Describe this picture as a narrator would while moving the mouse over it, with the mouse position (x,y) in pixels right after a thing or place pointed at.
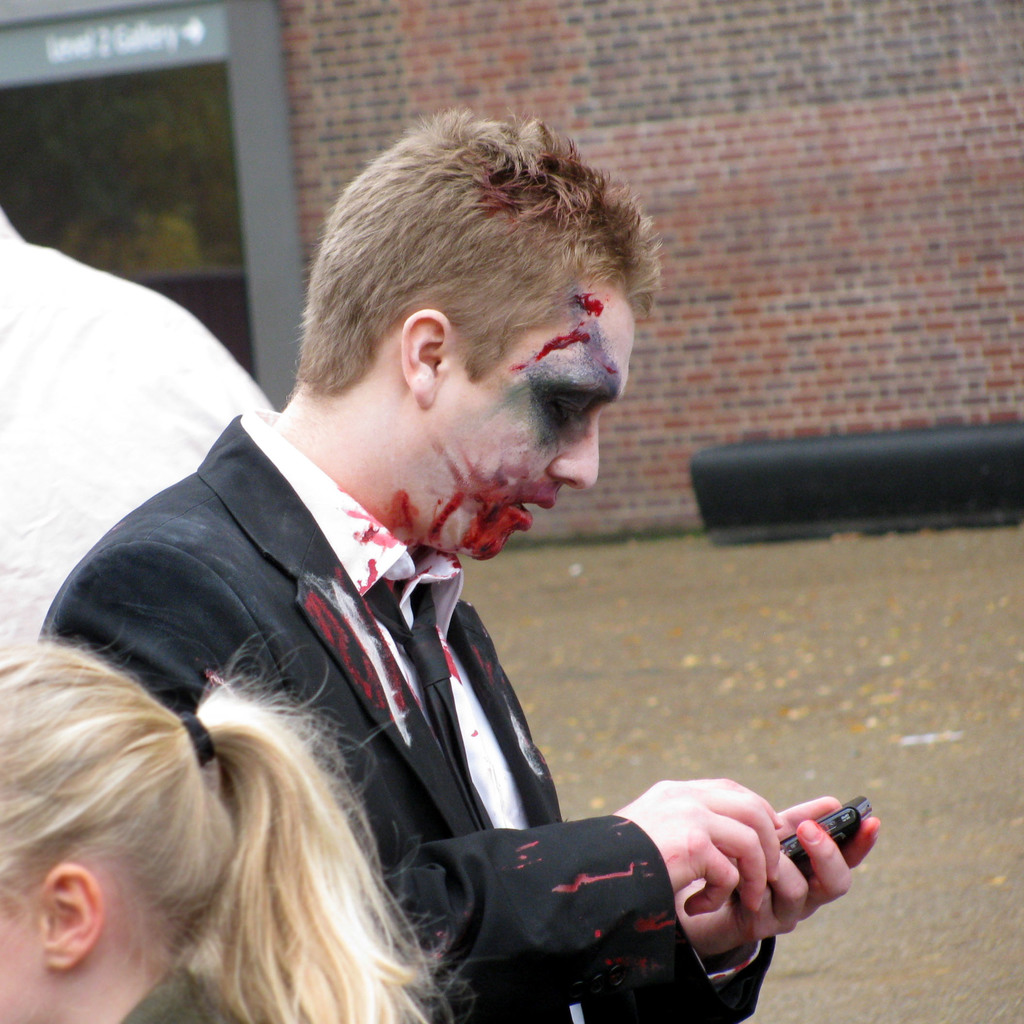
In the center of the image (465,391) a man (513,780) is holding a mobile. On the left side of the image (211,433) some persons (211,771) are there. In the background of the image (208,128) we can see wall (795,162), door (204,168) are there. In the background of the image (812,688) there is a floor (751,692).
